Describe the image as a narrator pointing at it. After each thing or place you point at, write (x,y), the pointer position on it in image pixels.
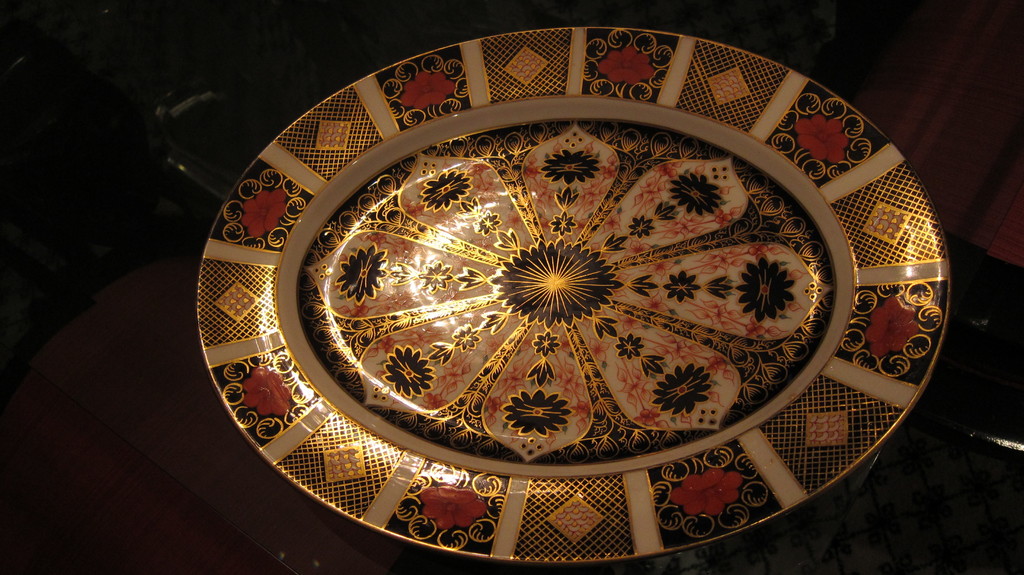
In this image we can see designs (417,255) on the plate (472,344). In the background (200,562) the image is dark but we can see objects (863,525).
